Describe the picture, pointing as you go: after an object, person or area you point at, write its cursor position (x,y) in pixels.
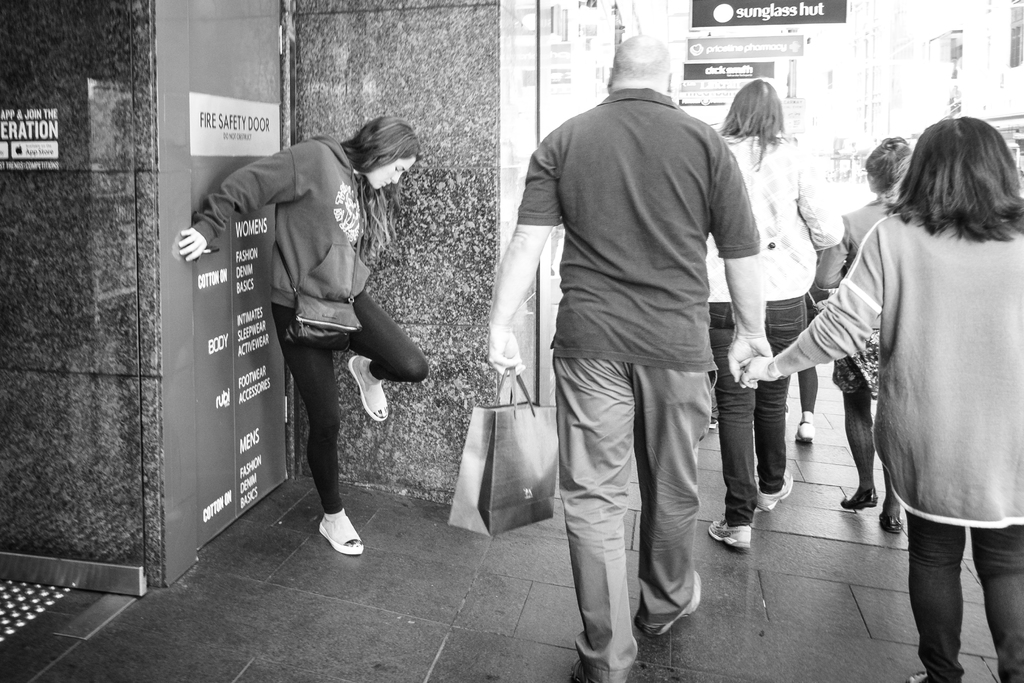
This is a black and white image. In this image we can see persons (904,331) walking on the road (749,569). On the left side of the image (300,280) we can see person (296,268) and building (412,121). On the right side of the image (836,102) we can see buildings (889,86).
